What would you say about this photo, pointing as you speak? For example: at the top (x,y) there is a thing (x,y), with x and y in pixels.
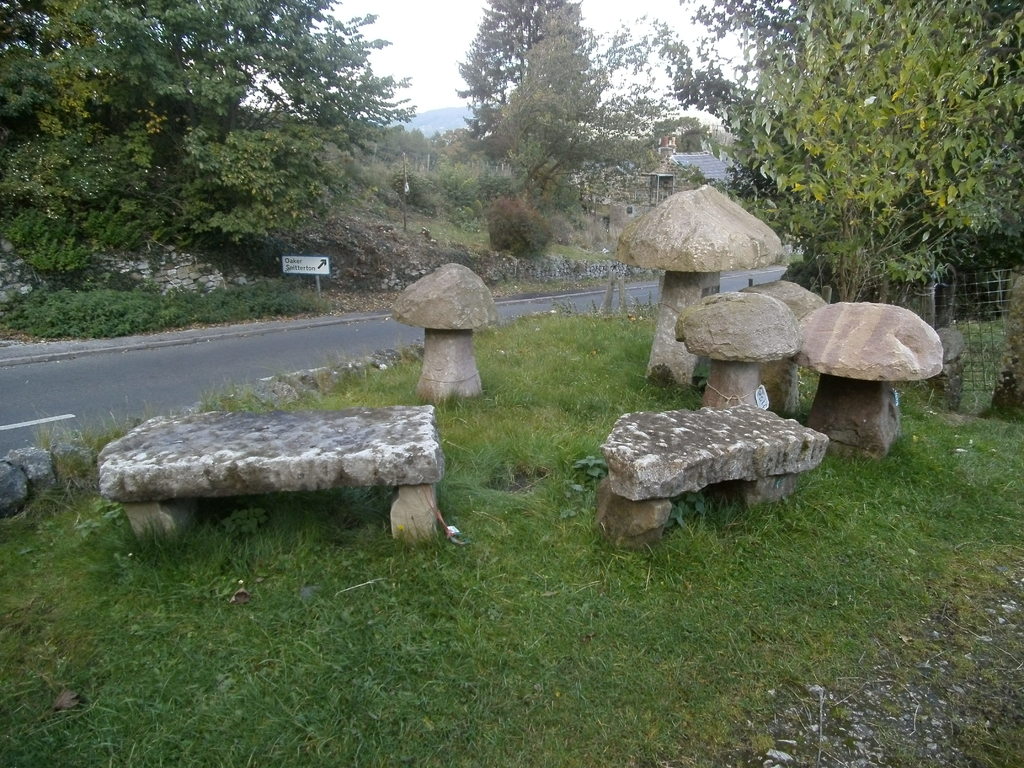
This picture is clicked outside the city. At the bottom of the picture (397,679), we see grass (407,654). Beside that, there are benches (250,444) which are made up of stones (333,467). Behind them, we see the stones (466,338) are carved in the shape of a mushroom. Behind that, we see the road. Beside that, there are trees (447,181). In the background (408,202), there are trees (414,175).
